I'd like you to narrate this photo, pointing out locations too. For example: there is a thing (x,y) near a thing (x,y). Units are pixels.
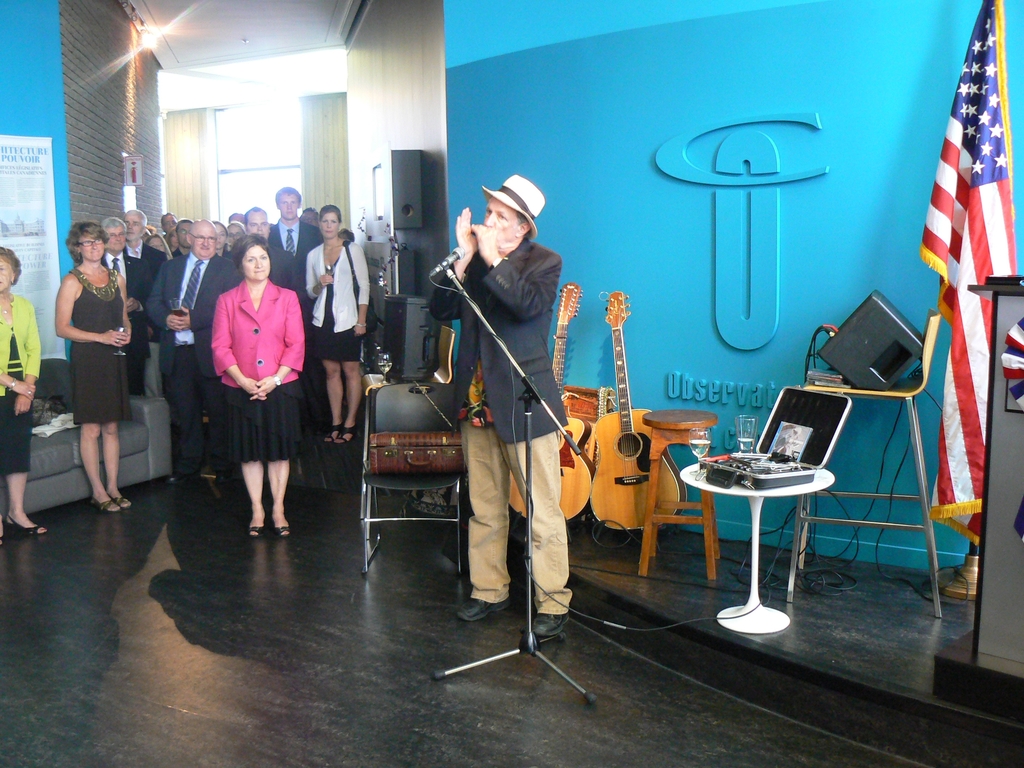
As we can see in the image there is a blue color wall (711,301), case (810,404), guitar (642,455), a mike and few persons (91,446) standing on floor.
